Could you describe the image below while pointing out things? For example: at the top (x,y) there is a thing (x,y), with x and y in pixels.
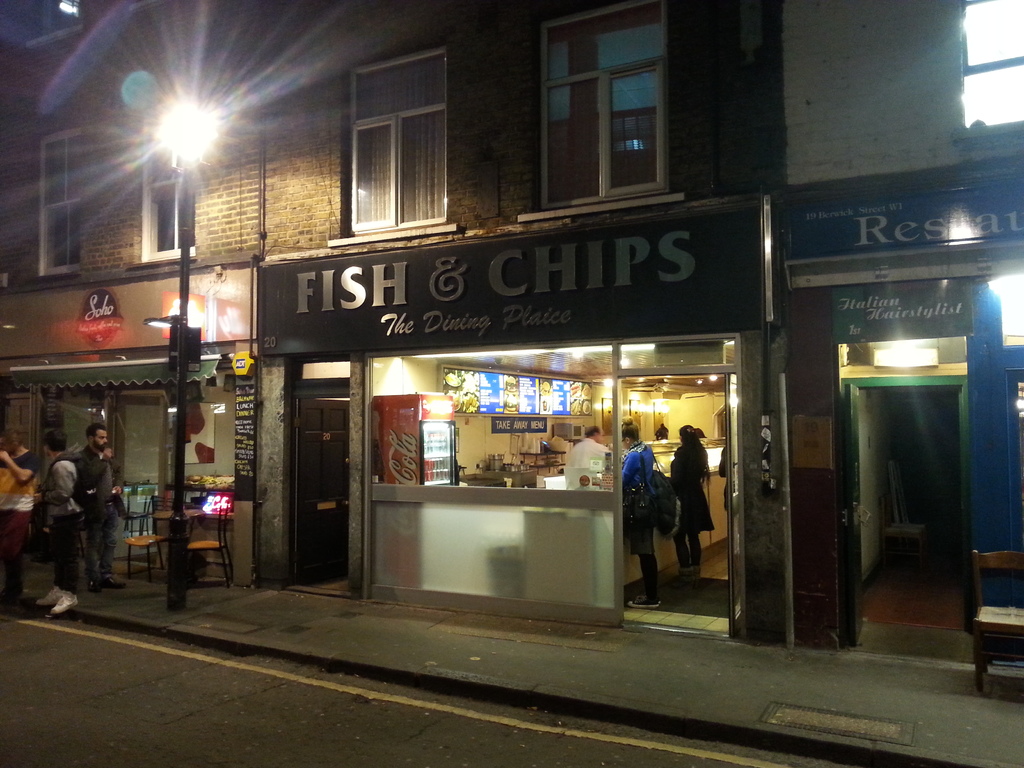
In this image I can see buildings (419,147), windows (967,82), hoardings (948,205), stores (672,267), people (25,528), chairs (153,537), tables (195,509), light pole (179,148), fridge (405,469), display (511,388), boards (245,401), doors (317,475), lights (884,362) and objects (589,479).
